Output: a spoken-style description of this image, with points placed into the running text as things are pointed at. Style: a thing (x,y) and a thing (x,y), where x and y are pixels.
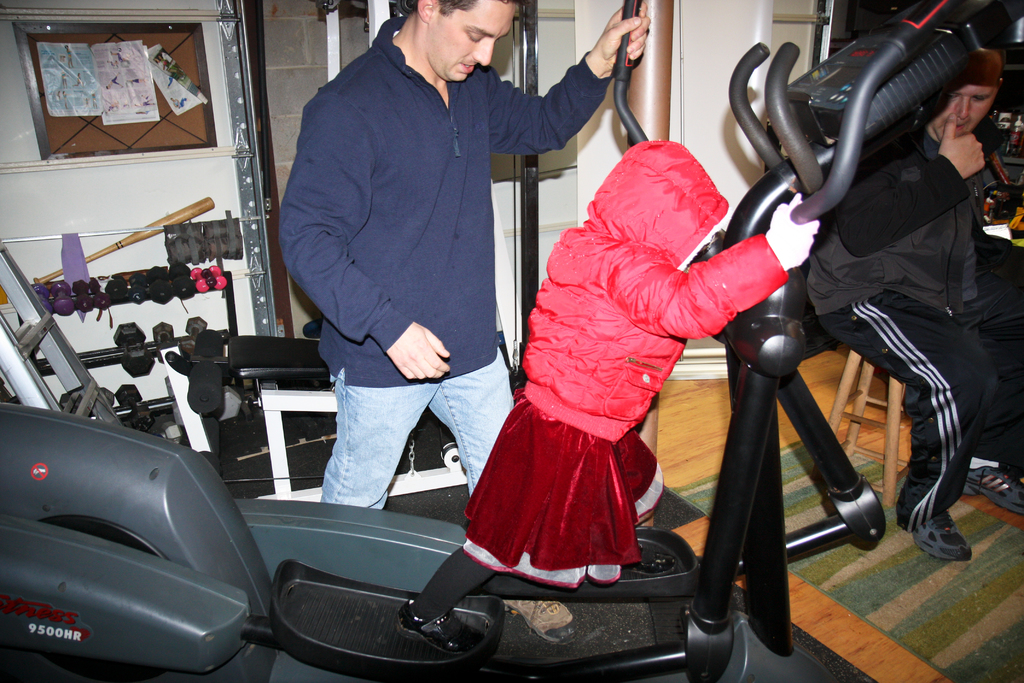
In this image we can see a child (520,484) standing on an elliptical trainer (486,598). We can also see a man (458,435) standing beside her holding its handle (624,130). On the right side (900,394) we can see a person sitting on a stool (887,489). On the left side (143,333) we can see a board (122,147) with some papers (116,75) pinned to it, a baseball bat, some dumbbells (157,333) placed on the racks (180,408), a ladder (59,348) and a pole (670,29).
